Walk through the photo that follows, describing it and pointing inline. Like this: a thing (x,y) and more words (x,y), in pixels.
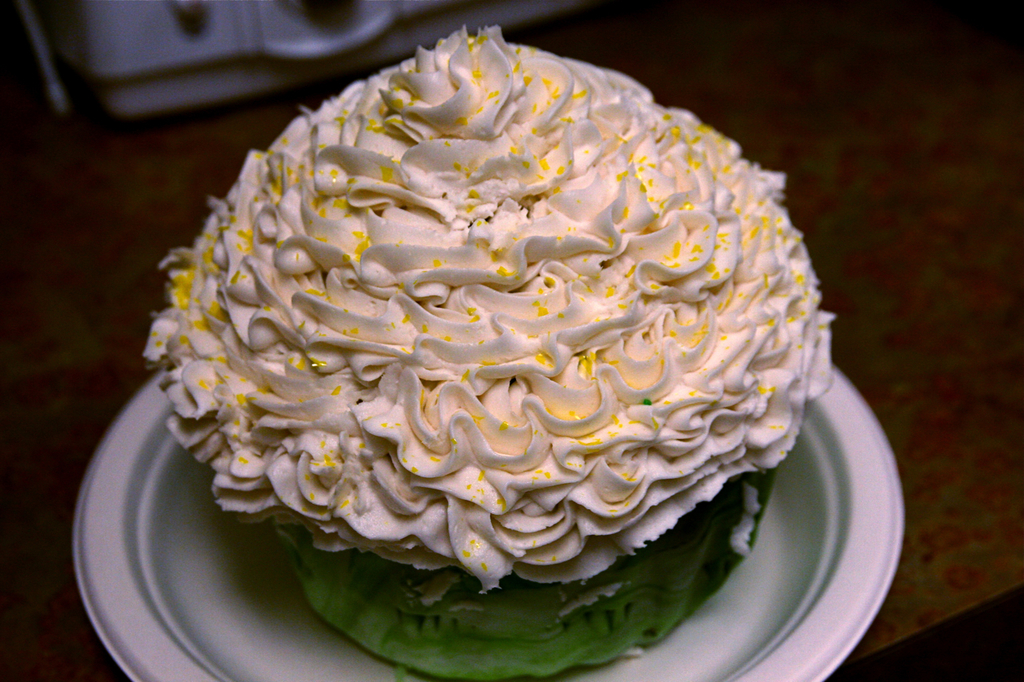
In this image, we can see a dessert (447,575) on the plate (780,598) and there is another object (439,28) on the table (898,263).
